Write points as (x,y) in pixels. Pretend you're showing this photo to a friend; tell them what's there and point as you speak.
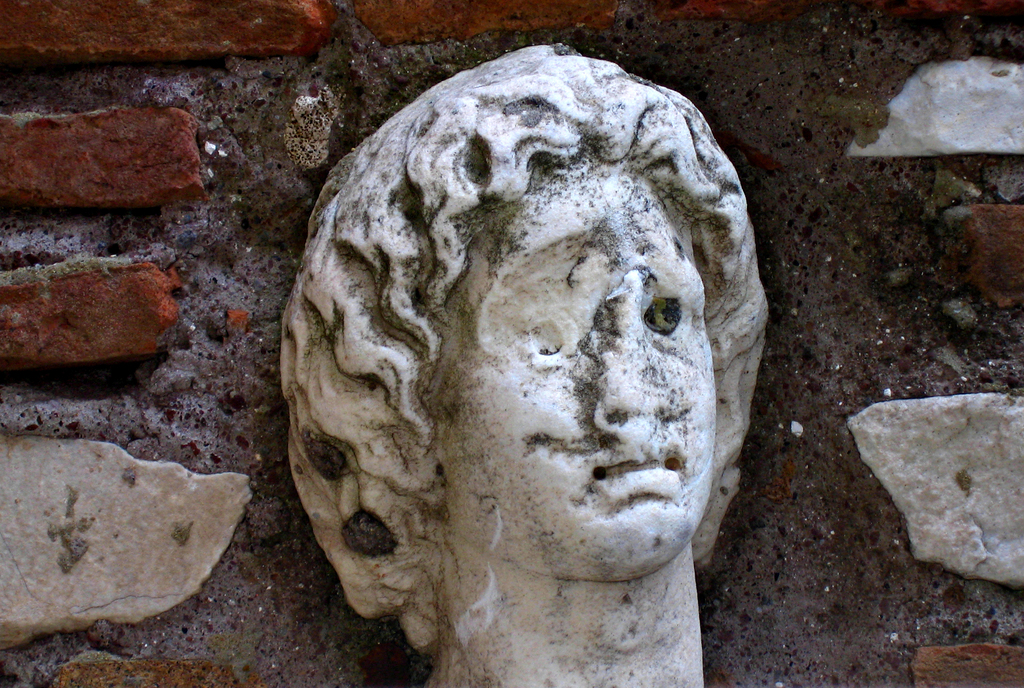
In this picture there is damaged face (654,276) of statue (373,352) in the image and there are bricks (300,25) around it.
